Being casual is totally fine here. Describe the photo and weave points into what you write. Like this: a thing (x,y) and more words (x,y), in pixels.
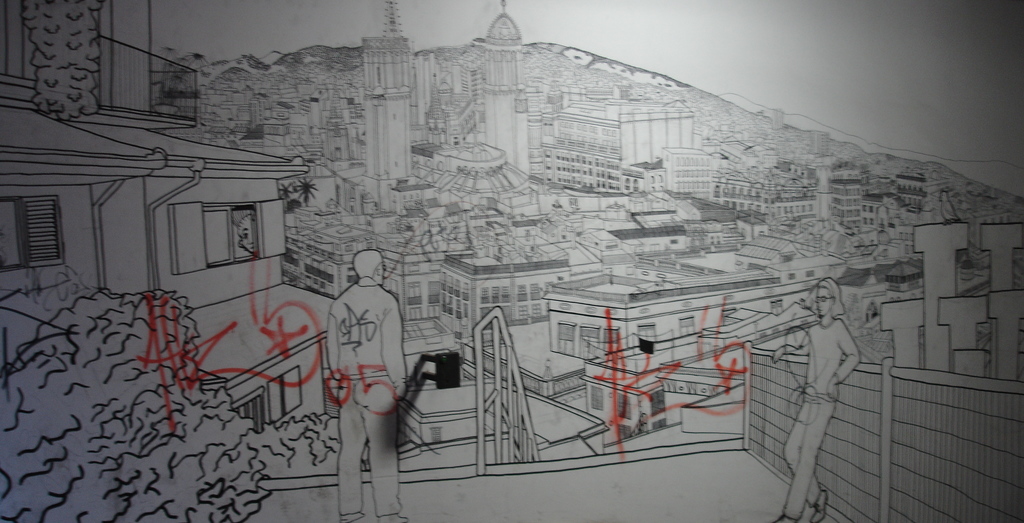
This is a drawing. On the left side (266,307), there are red color sketches (366,388). On the right side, there are red color sketches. In this drawing, we can see there are two persons (819,295) on a road (526,520). One of them is leaning on a wall (926,383). In the background (849,139), there are buildings (219,198), mountains (251,57), trees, plants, a person (238,237) and there is the sky (884,73).
